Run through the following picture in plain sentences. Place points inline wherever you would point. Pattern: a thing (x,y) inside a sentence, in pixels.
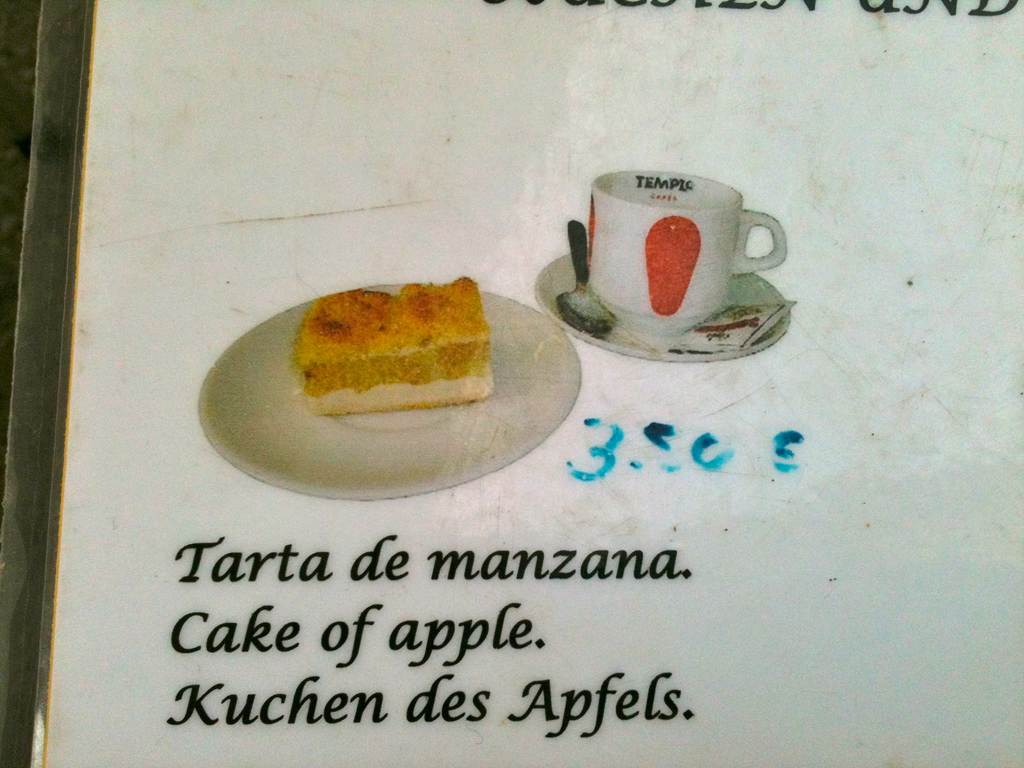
In this image I can see a white colored board (559,482) and on the board (570,471) I can see two plates (474,416). On the plates (462,413) I can see a food item (412,378) which is brown and cream in color and on the other plate (563,283) I can see a spoon (567,304), a white and orange colored cup (637,276) and a packet (734,341). I can see something is written on the board (426,602).
